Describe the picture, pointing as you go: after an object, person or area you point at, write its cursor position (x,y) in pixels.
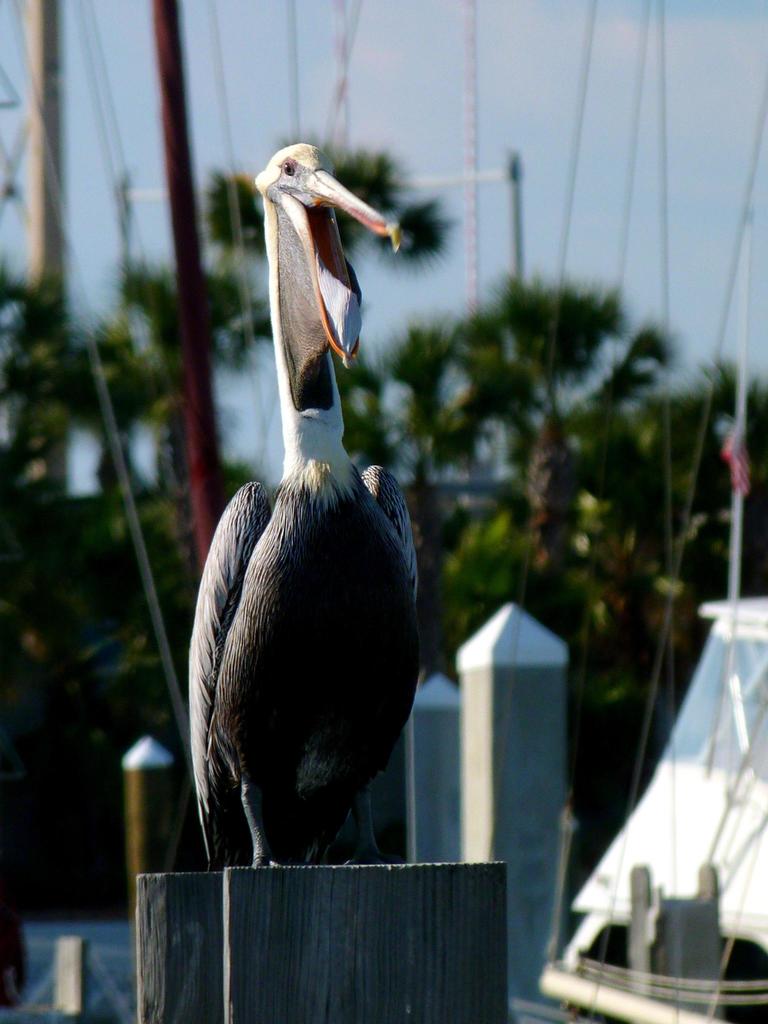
In the middle of this image (374,597), there is a bird (279,371) on a wooden object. In the background (527,700), there are poles (533,693), trees (147,291) and there are clouds (233,20) in the sky (243,21).
